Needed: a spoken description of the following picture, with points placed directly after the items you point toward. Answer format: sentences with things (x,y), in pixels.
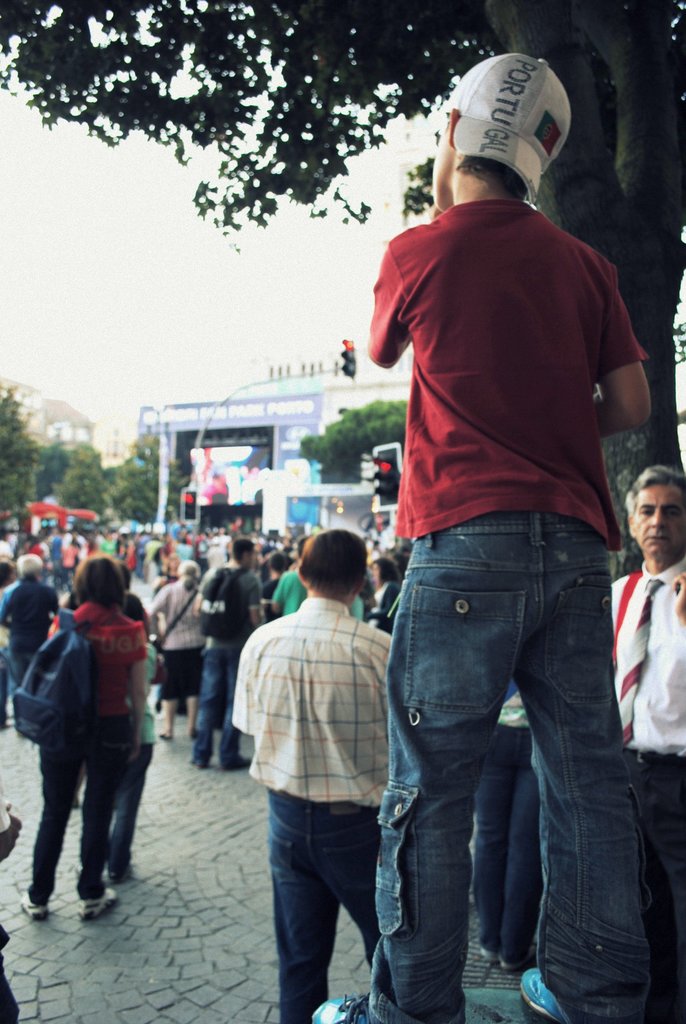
In this picture we can observe some people (441,589) standing. There are men (353,657) and women (189,654) in this picture. We can observe a boy (496,625) wearing a red color T shirt (476,262) and white color cap (476,155) on his head (472,164). In the background (282,435) there is a building (339,396), some trees (113,476) and a sky (139,328).
